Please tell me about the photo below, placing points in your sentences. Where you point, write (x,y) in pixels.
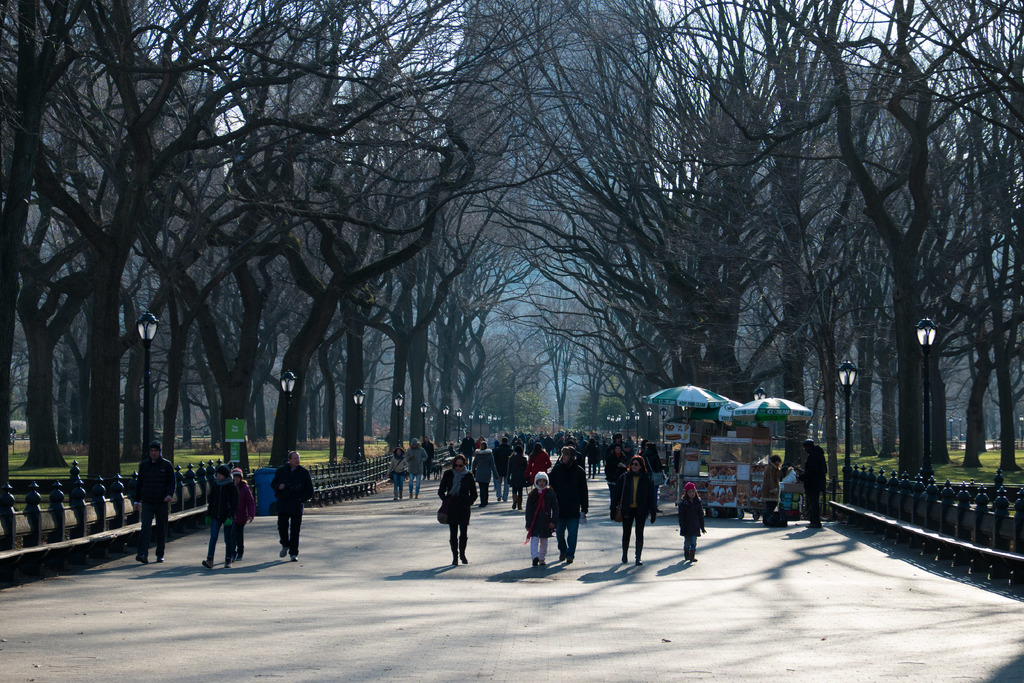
In this image we can see a group of people (516,438) standing on the pathway (561,576). We can also see a container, some stalls (758,513) under the outdoor umbrellas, the fence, a group of trees (694,144), some street poles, grass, a building (568,150) and the sky (399,103) which looks cloudy.
